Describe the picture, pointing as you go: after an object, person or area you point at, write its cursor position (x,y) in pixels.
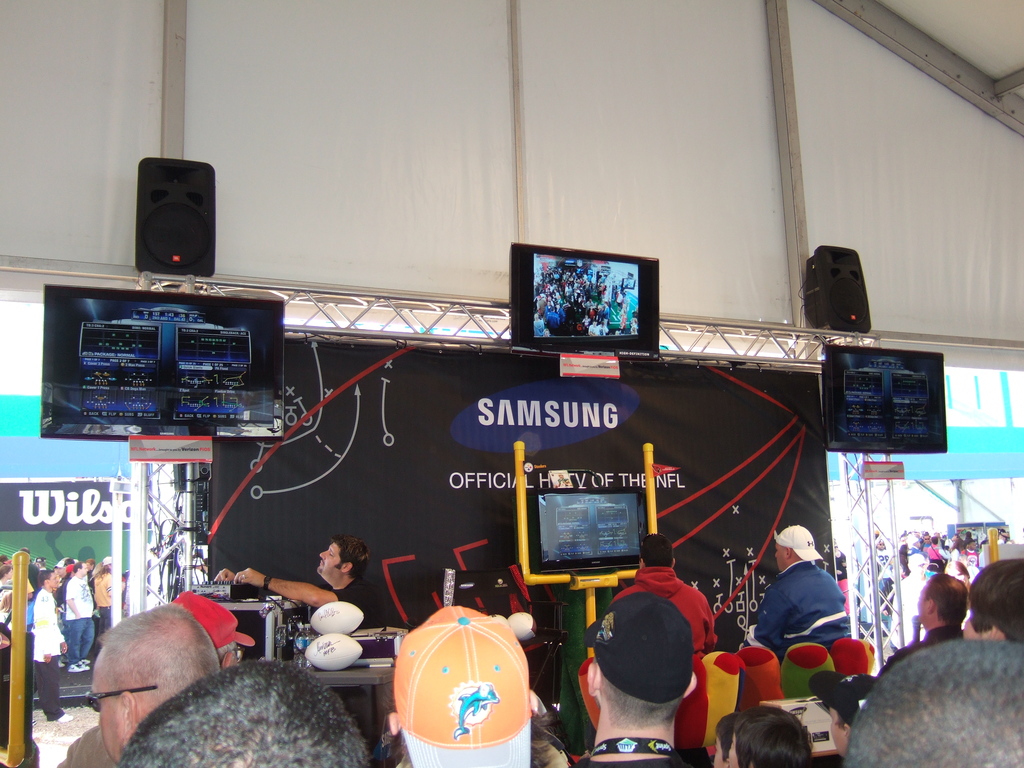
In the foreground of the image (505,672) we can see a group of people (827,705) are standing. In the middle of the image (521,357) we can see monitors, a poster (737,591) and two persons (802,595) are sitting and watching the screen (568,540). On the top of the image (415,183) we can see the speakers (142,172) and roof (969,66).
